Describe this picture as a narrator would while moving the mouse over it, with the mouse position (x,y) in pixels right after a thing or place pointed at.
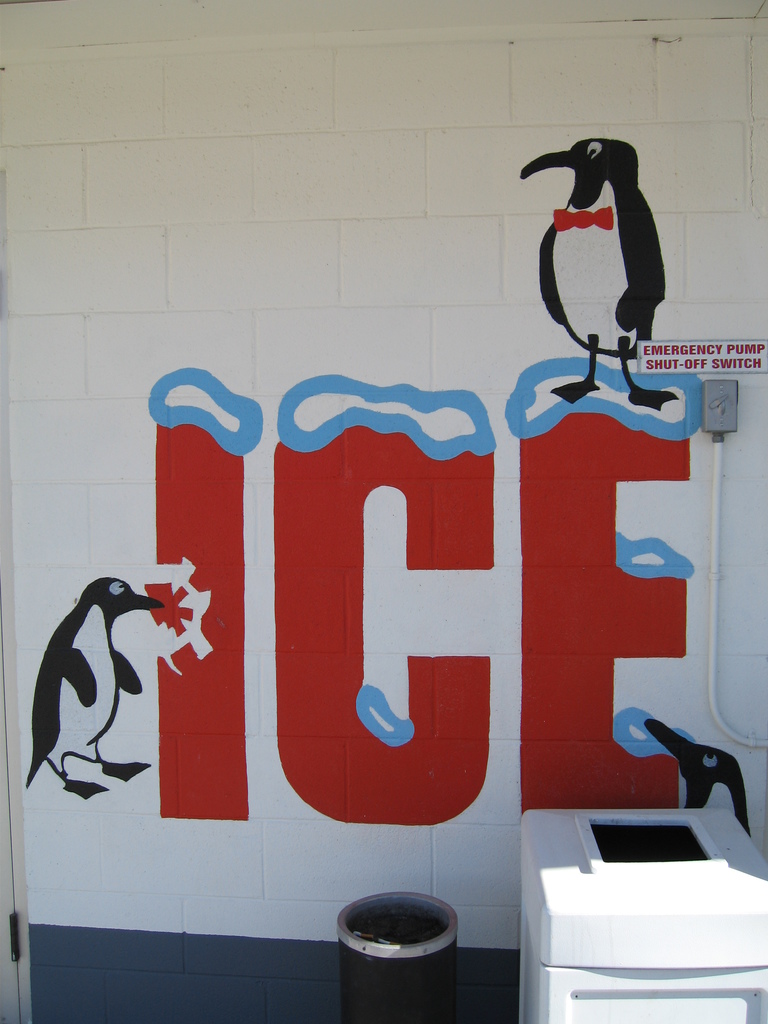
In this image I can see the wall (217,157) and on it I can see something is written. I can also see the depiction of penguins (612,314) on the wall (361,675). On the right side of the image (751,365) I can see a switch box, a white colour pipe (763,742) and above the box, I can see something is written. On the bottom side of the image (345,941) I can see a black and a white colour thing (570,895).
